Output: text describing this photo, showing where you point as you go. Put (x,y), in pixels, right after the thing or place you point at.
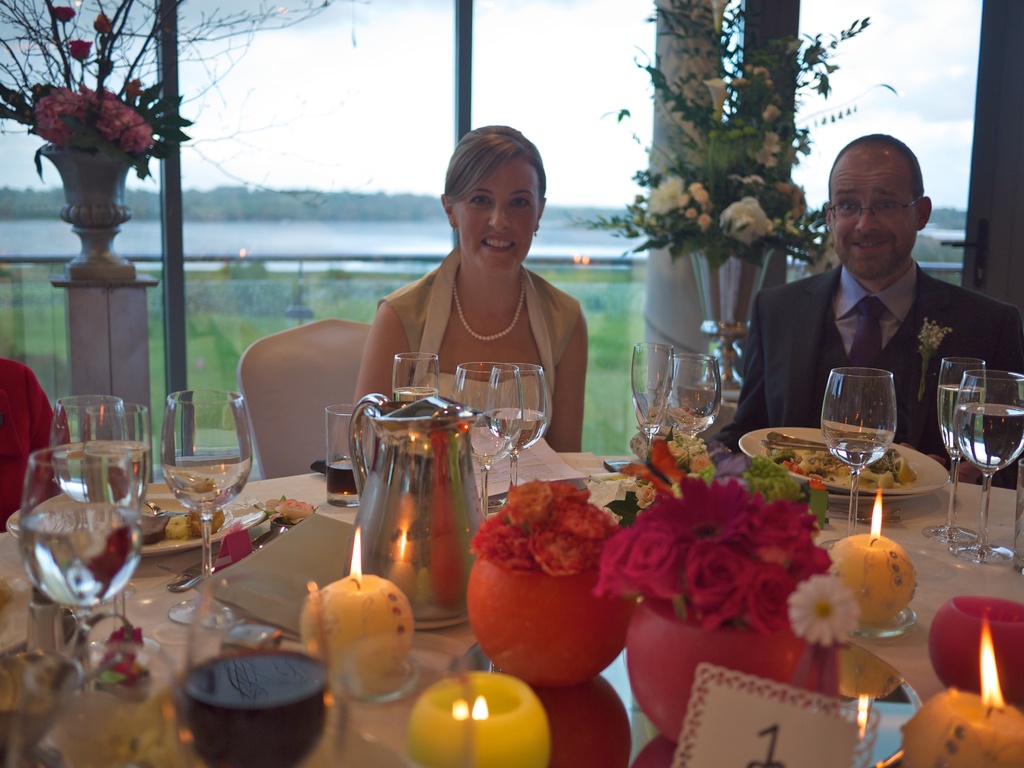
These are men (819,331) and women (469,327) sitting on the chair (295,340). This is a table (141,588) where wine glass (199,511). plate (164,542), candles (379,635), jug (401,479), flowers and some other objects (692,701) placed on it. This is a flower vase (112,185) with flowers (95,98) in it. At background (276,215) It looks like a window (522,107) where I can see small plants (270,272) and this looks like a water (396,238).
